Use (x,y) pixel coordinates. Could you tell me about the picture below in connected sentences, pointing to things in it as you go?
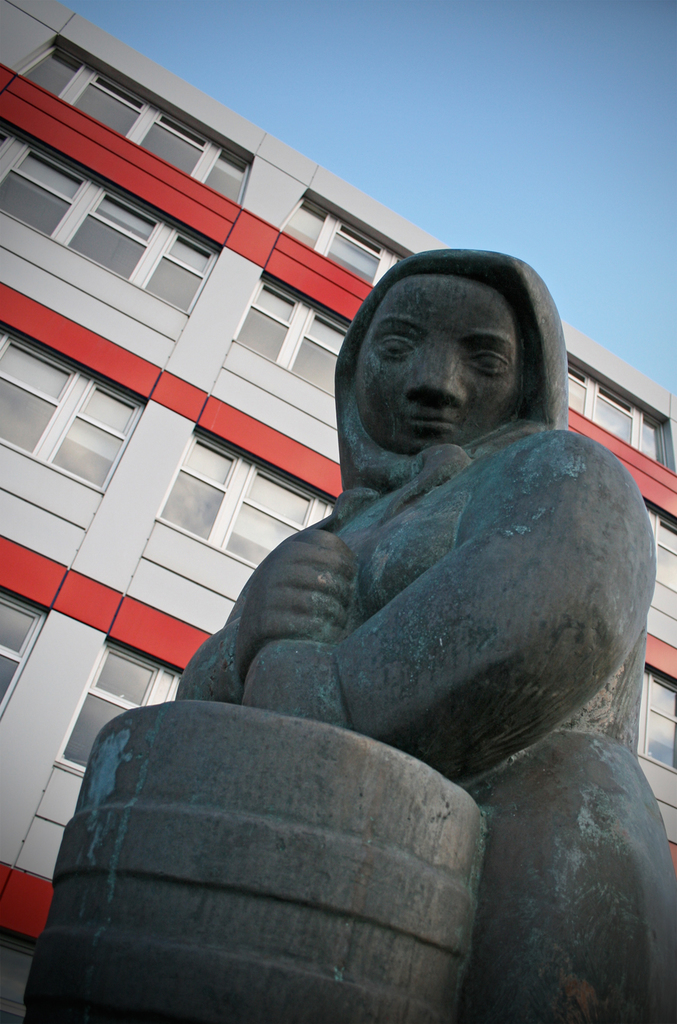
At the bottom of this image (435,702), there is a statue (467,526) of a woman (456,488). In front of this statue (469,540), there is a barrel (255,950). In the background (190,594), there is a building (34,236), which is having glass windows (285,344) and there is a blue sky (452,124).
